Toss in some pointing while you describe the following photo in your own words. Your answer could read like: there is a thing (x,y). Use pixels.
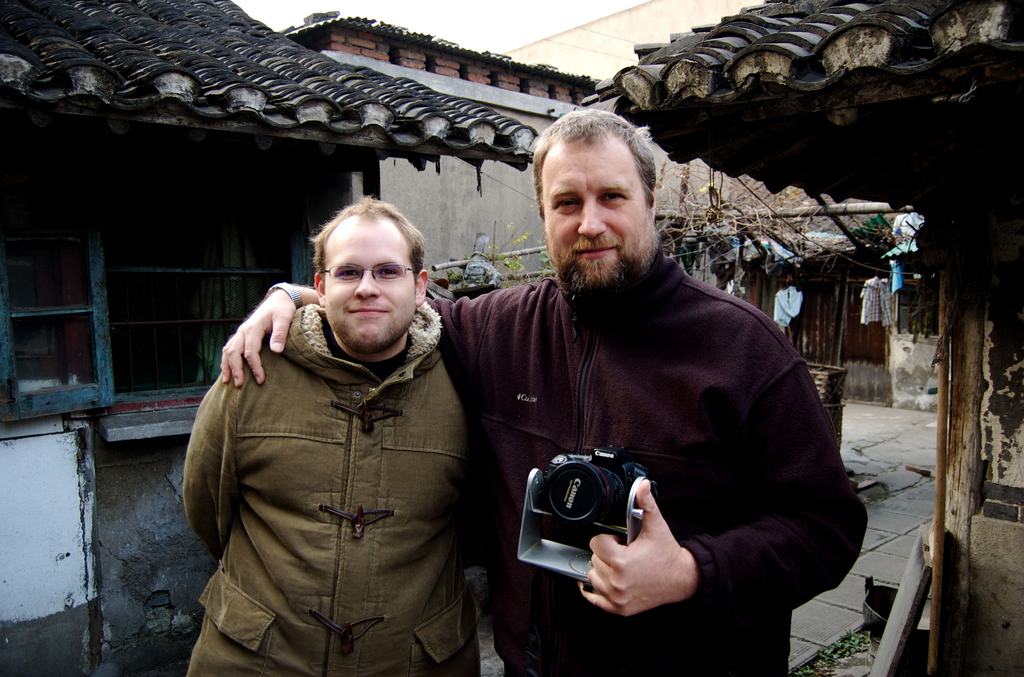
In this picture there is a person (699,402) standing in right corner (690,466) is holding a camera (593,471) with one of his hand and placed his other hand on a person (306,314) standing beside him and there are few houses (595,95) behind them.
